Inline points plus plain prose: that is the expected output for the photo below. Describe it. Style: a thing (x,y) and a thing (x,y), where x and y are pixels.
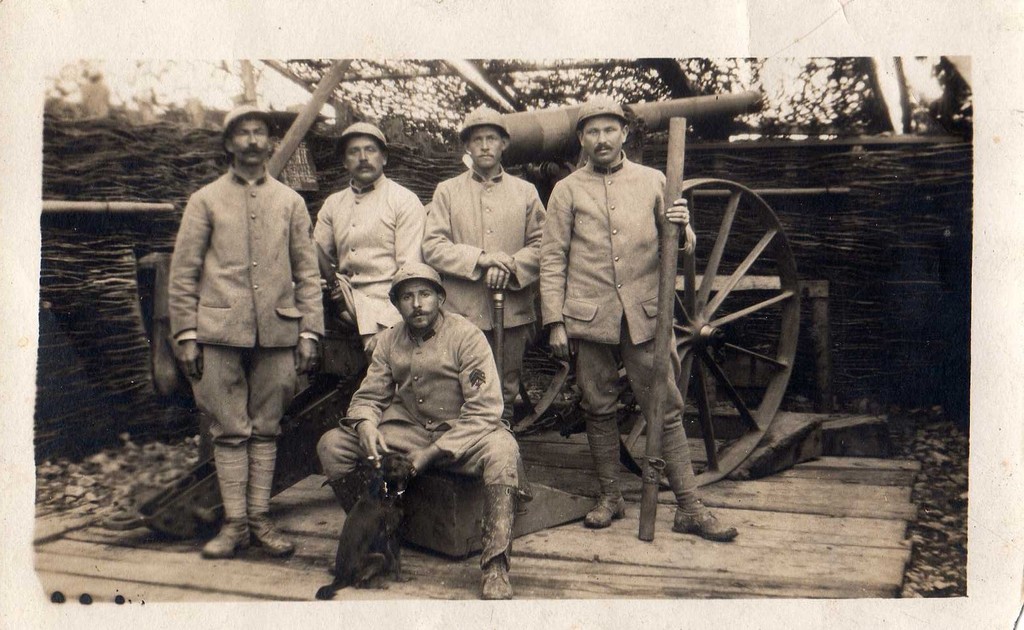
In this image I can see a group of people (414,339). I can see a cart (686,285). In the background (168,228), I can see it looks like a wooden wall (865,277). I can also see the image is in black and white color.
